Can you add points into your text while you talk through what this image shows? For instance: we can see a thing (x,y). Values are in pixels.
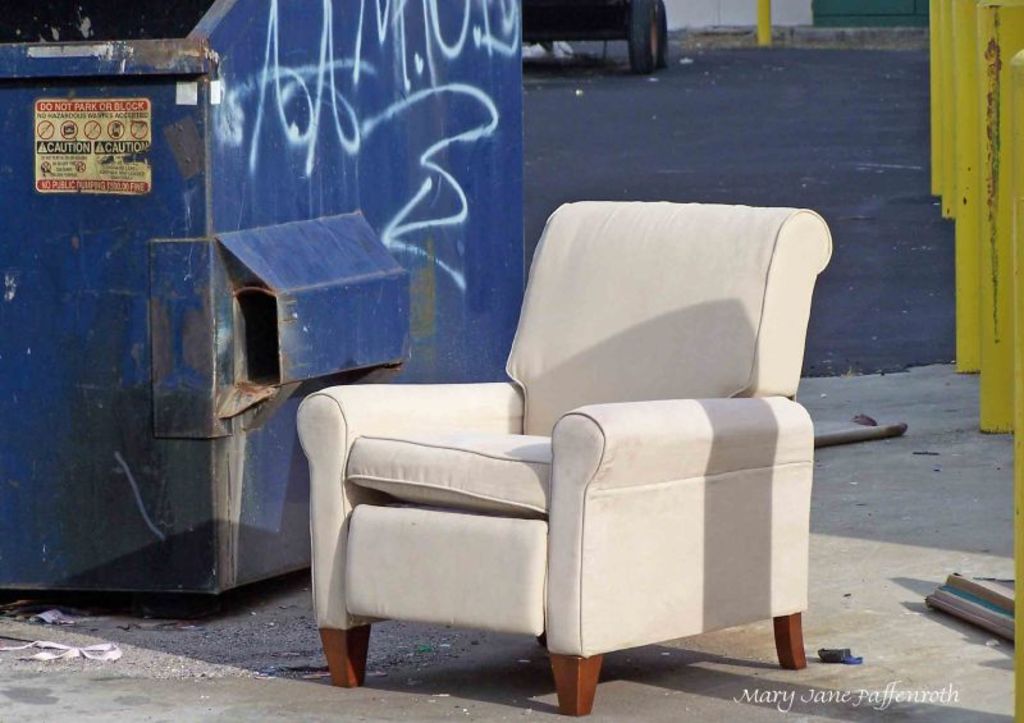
In the image there is a couch (633,316). On left side (309,112) there is a dustbin (252,220) in which it is labelled as CAUTION in background (711,97) there is a road (844,82) which is in black color.
